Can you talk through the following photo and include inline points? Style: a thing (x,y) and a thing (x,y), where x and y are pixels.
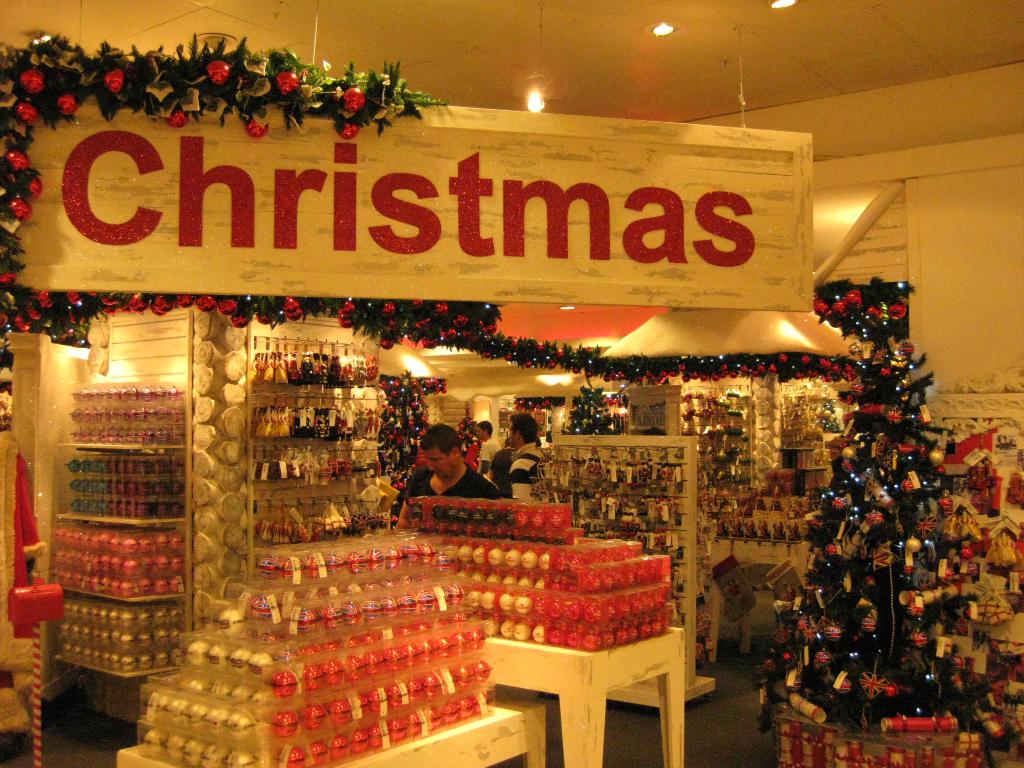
In the image we can see there is a banner (340,279) on which it's written "Christmas" and there are people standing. There is a decorated christmas tree (912,506) and there are ornaments (372,654) kept in a packet (439,527) and they are kept on the table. There are decorative items (545,518) in the shop (941,399).
